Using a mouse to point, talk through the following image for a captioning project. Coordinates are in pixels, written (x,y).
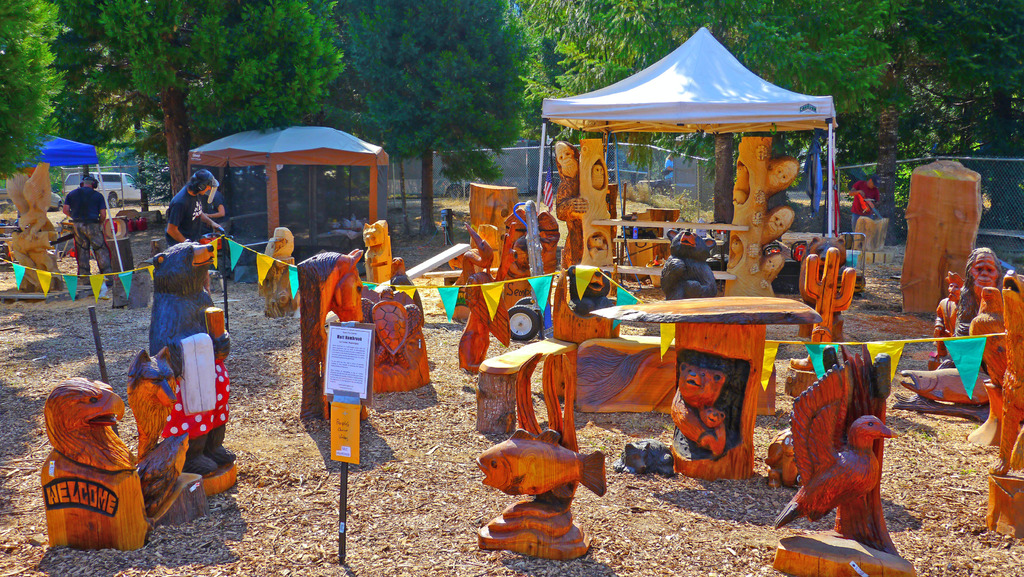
In this image there are some sculptures (199,260) and some persons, and in the foreground (347,450) there is a pole (342,468) and some boards (353,392). At the bottom (296,452) there are wood chips (292,356), and in the background (331,242) there are some tents (366,180), trees (884,183), vehicle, net (1019,171) and some other objects (928,191).
